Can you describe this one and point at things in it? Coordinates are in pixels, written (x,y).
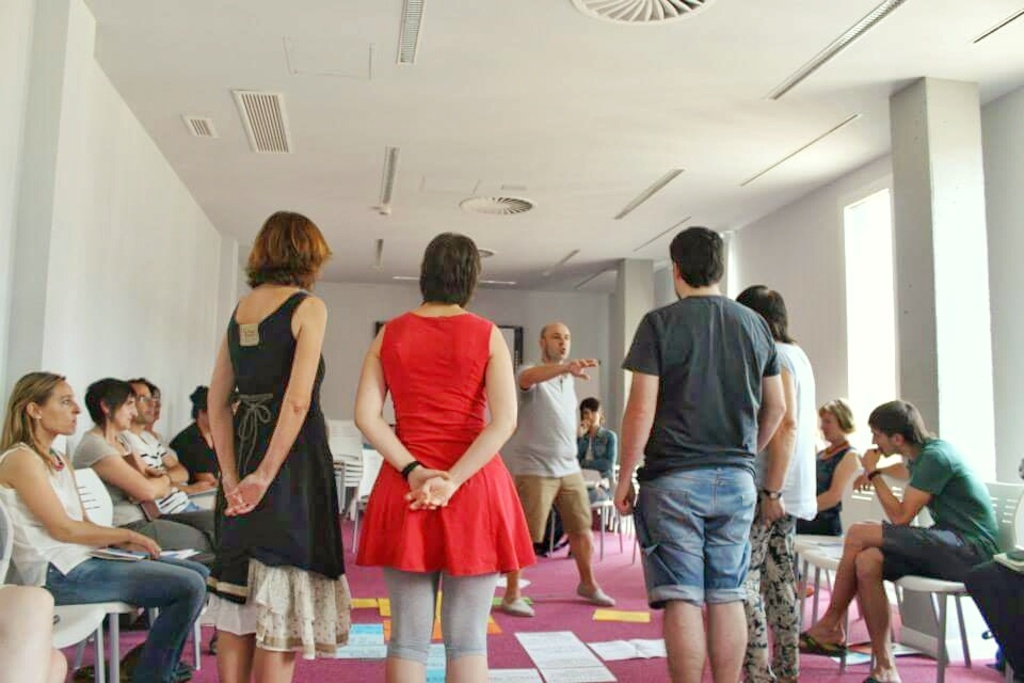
In this picture I can observe some people (511,533) sitting in the chairs (360,479) and some of them are standing. There are men (889,547) and women (421,434) in this picture. There are some papers (601,681) on the floor (544,625). In the background (573,306) there is a wall (417,293).
